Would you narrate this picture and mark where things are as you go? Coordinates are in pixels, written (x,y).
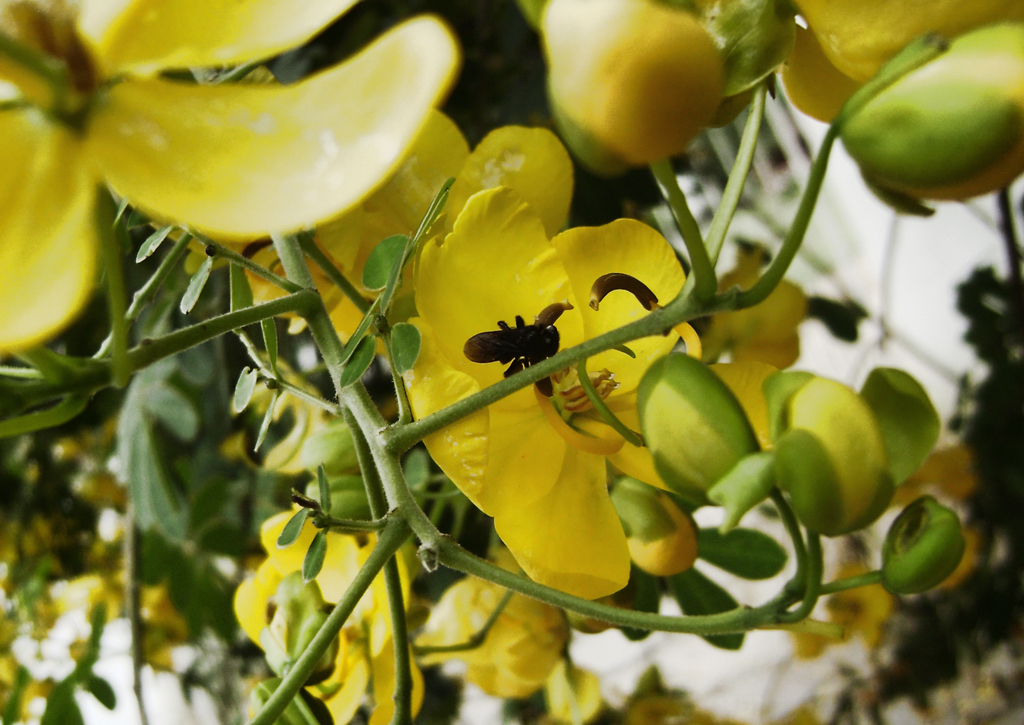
In the image there is a tree (267,501) and there are yellow flowers (176,215) and buds (681,485) to the tree (409,307) and there is some insect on the flower (586,311) of the tree (503,392).
